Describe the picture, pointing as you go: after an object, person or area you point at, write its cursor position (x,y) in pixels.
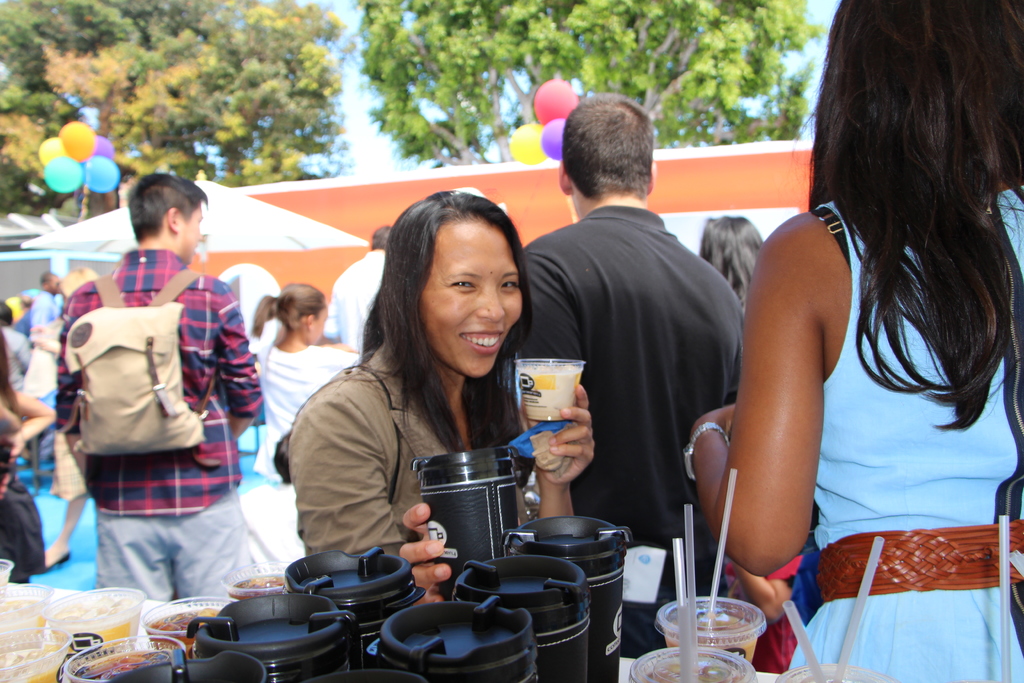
In this image I can see a woman (370,474) standing in the center of the image (581,454) with a glass (522,364) in one hand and a box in the other hand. I can see some people (599,399) behind her. I can see another woman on the right hand side (914,109) facing towards the back (918,673). I can see balloons (52,158) and trees (161,68) at the top of the image (214,105). At the bottom of the image (76,669) I can see some beverages (665,611), some box like containers (262,594) and other containers (25,590) and glasses (6,577).
